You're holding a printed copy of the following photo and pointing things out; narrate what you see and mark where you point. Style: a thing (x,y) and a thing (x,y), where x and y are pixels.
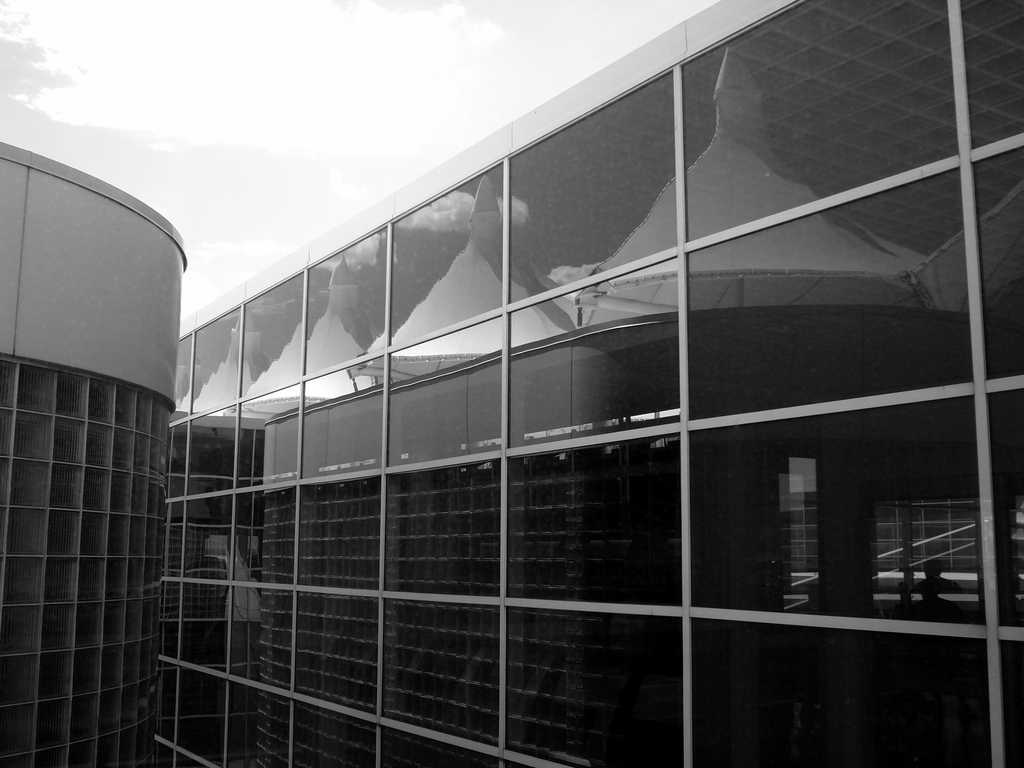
In the image we can see there are buildings (622,466) and there are glass windows (492,564) on the building (658,524). There is a cloudy sky (295,119).
